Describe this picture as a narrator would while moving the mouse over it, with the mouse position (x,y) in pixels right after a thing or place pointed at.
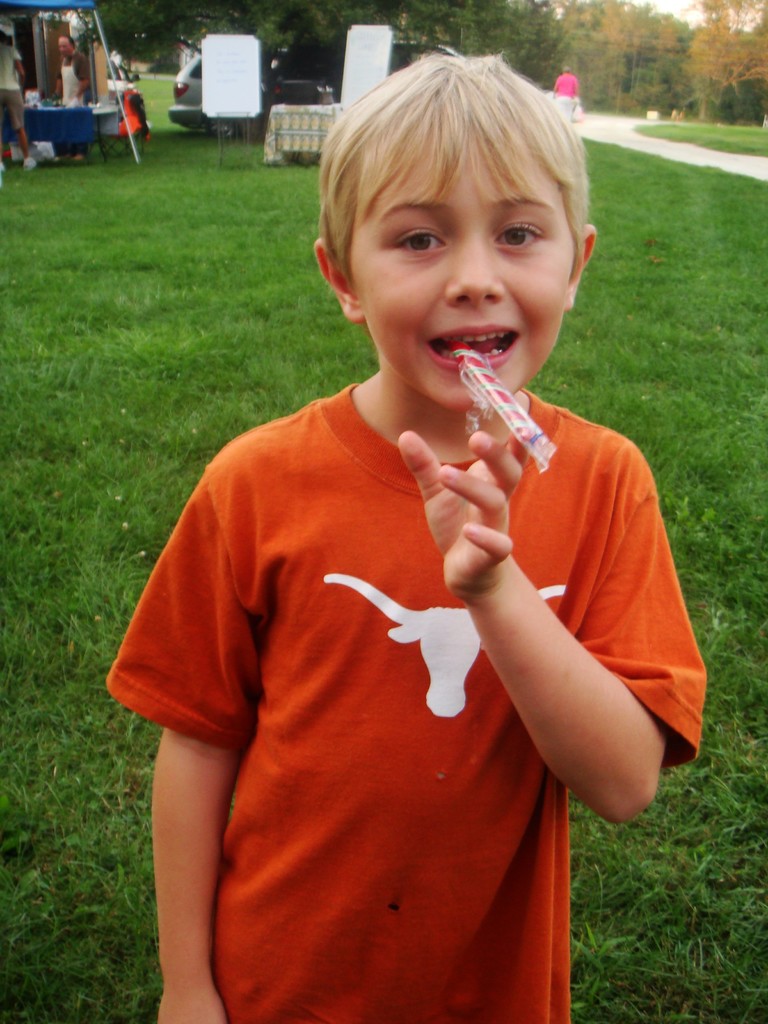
In this picture I can see there is a boy (186,883) standing and wearing a orange color shirt (400,755) and he is holding something in the mouth (478,350) and there is walkway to right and there is a person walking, there is grass (163,124) on the floor (152,131) and there are two people (15,127) standing in the backdrop (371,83) on left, there are boards (220,81), trees (600,37) and a car (284,77).
